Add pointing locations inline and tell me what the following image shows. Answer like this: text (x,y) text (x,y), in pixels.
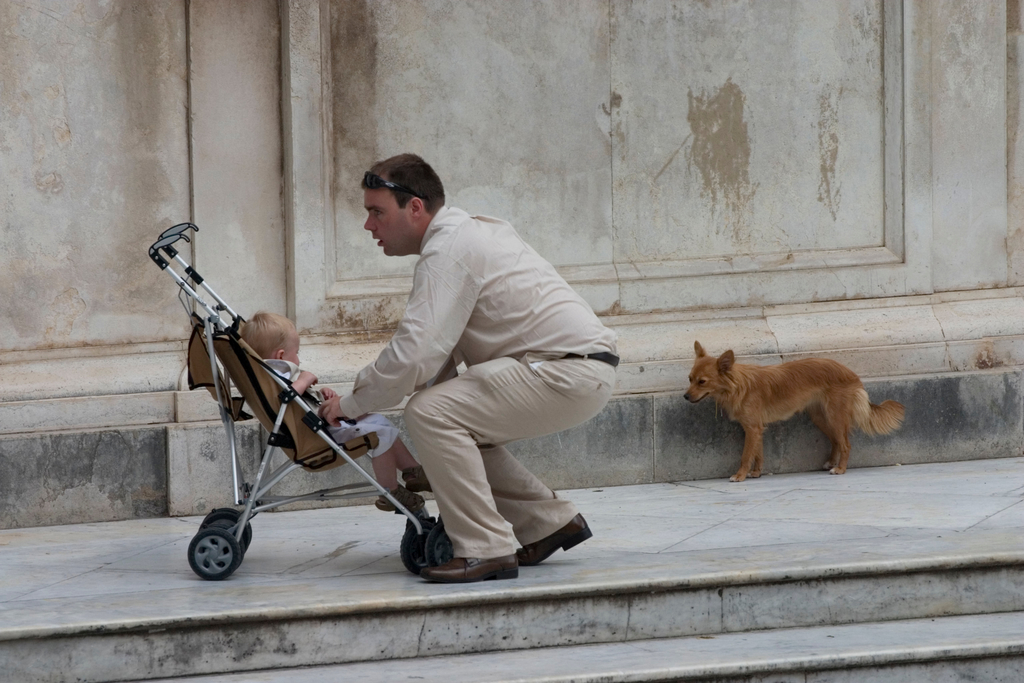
This picture is clicked outside. On the right (735,418) we can see a dog (773,386) standing on the stairs (833,491) and we can see a person (448,270) seems to be squatting and holding the stroller (317,423) and we can see a kid (293,357) sitting in the stroller (311,443). In the background (48,307) we can see the wall (117,163) and in the foreground (915,569) we can see the stairs (952,611).
